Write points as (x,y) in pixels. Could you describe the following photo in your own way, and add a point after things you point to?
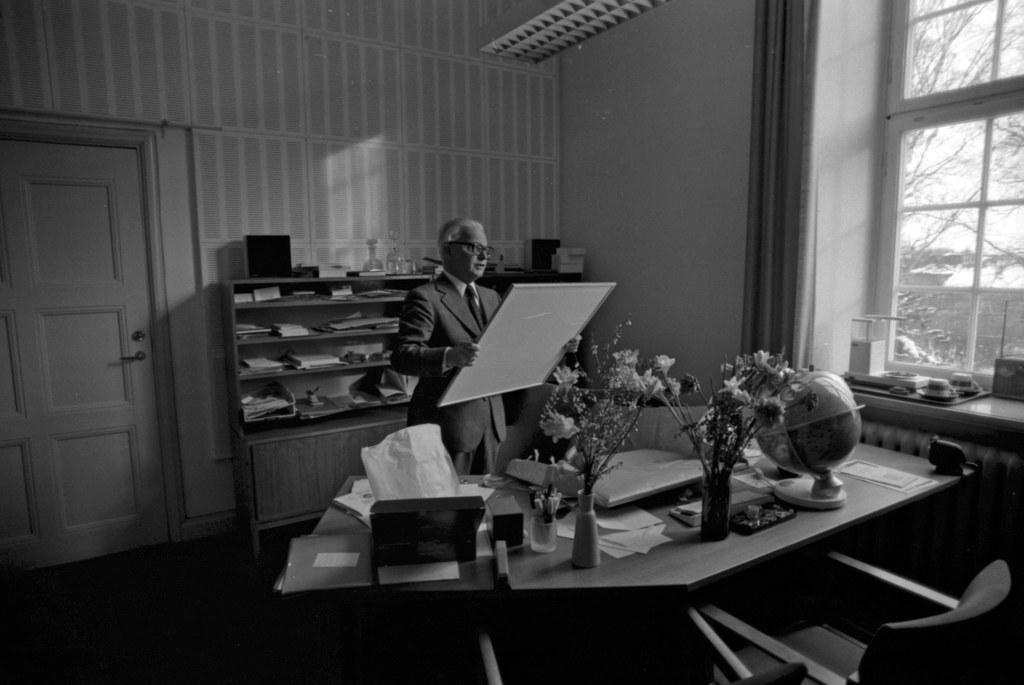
In the picture I can see a person (451,305) wearing suit (466,322) is standing and holding a board (507,331) in his hands (572,347) and there is a table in front of him which has two flower vases (717,476) and some other objects (645,472) on it and there are two chairs (772,642) in the right corner (908,636) and there is a bookshelf (330,338) and some other objects (385,291) in the background (393,269) and there is a door (63,385) in the left corner (58,362).
